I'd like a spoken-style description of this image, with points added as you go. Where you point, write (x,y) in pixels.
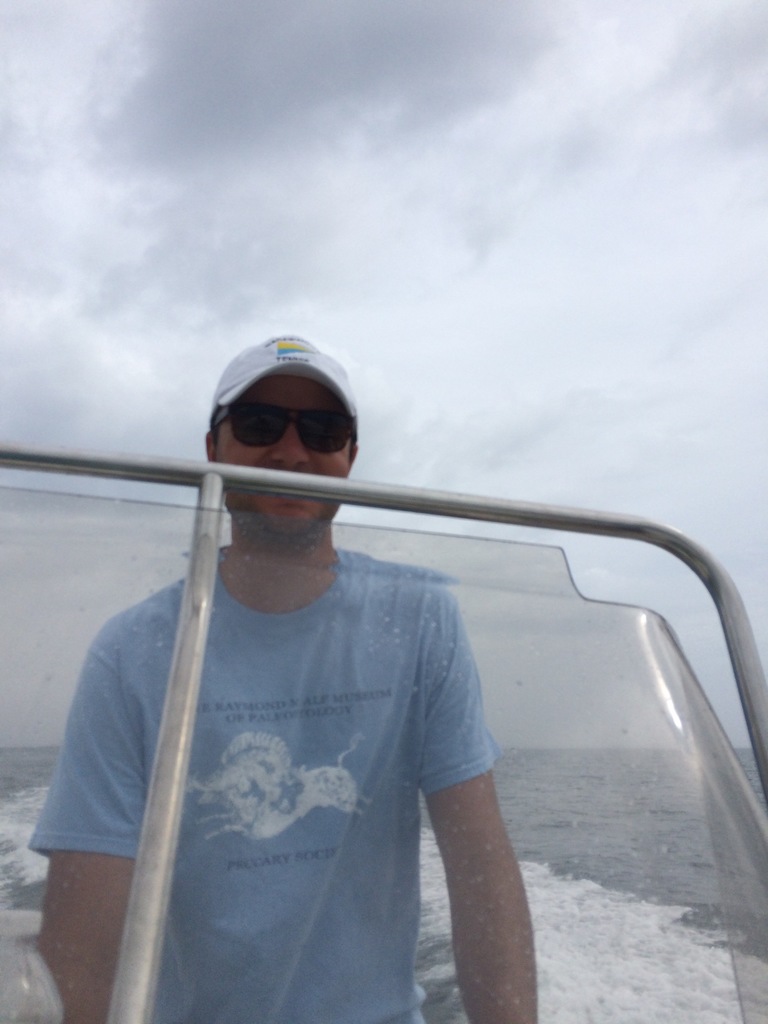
This image consists of a man (253,874) wearing a blue T-shirt (182,936). He is standing in the boat (232,798). In the background (716,973), there is water (582,950). It looks like it is clicked in an ocean (530,830). At the top (428,132), there are clouds (425,340) in the sky (450,355).
